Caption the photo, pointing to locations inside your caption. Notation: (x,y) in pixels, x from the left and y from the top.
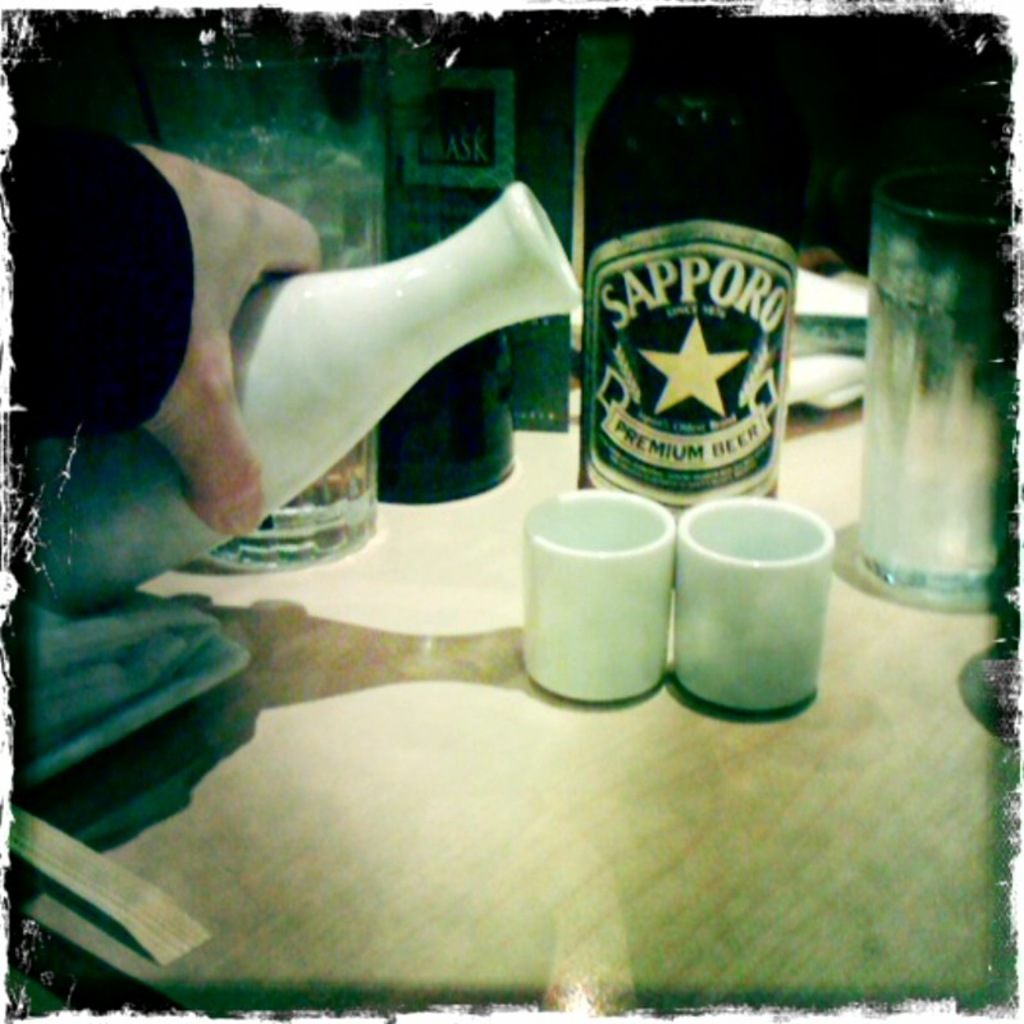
In this image I can see the cream colored table (499,806) on which I can see two white colored cups (612,615), few glasses (883,448), few bottles (643,135) and a person's hand (223,281) holding a white colored vase (297,317). I can see the black colored background (919,42).
